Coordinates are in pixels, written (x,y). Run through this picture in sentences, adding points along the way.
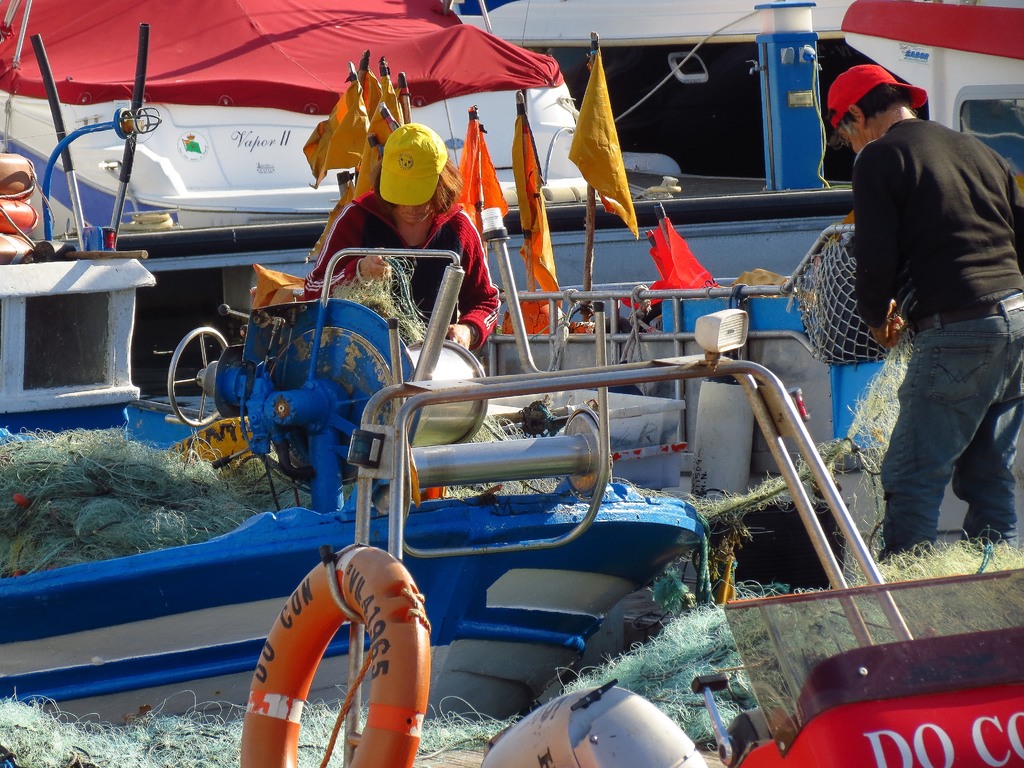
In this image I can see two people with the dresses (447,228) and caps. I can see few boats (306,333), flags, fishing-nets (20,550) and the tubes (413,576).
